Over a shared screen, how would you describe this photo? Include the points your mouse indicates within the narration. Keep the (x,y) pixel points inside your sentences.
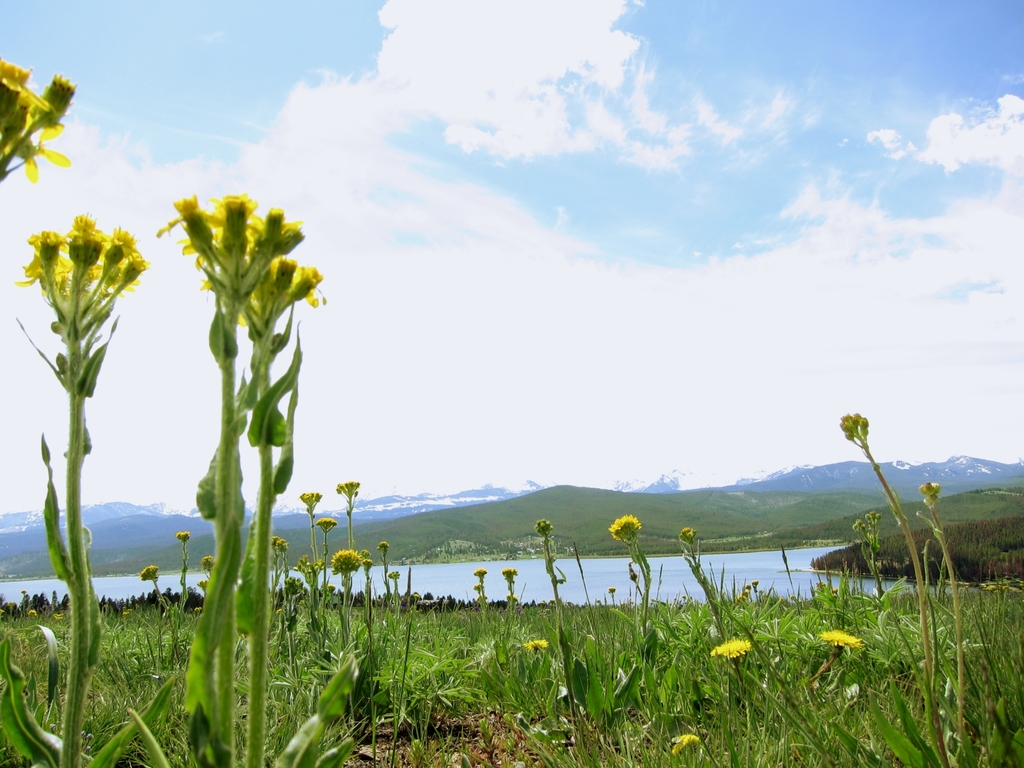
In this image at the bottom (482,627) there are some plants (447,627) and some flowers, and in the background (758,561) there is a lake (786,578), mountains (614,498). At the top (514,161) there is sky (643,319).
